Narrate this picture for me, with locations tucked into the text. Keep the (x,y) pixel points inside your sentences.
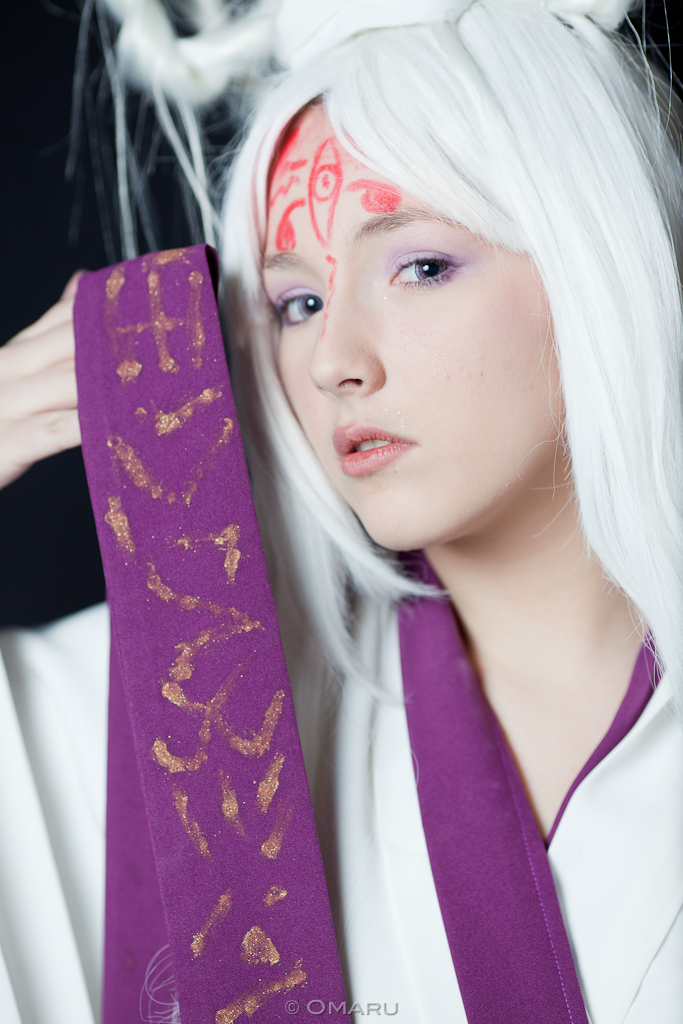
In this image I can see a woman (373,532) holding a cloth (98,520) or a ribbon like banner (144,910) in her hand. I can see her forehead (323,169) with some paint (315,181). At the bottom of the image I can see some text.
